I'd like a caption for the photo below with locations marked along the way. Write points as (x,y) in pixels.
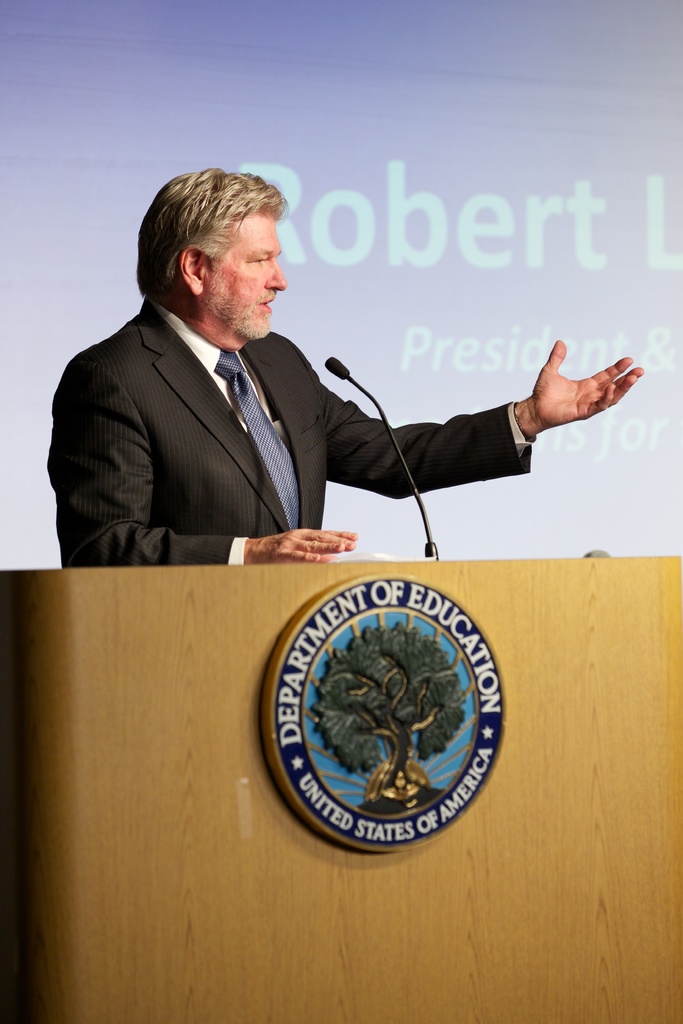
A person (119,388) is standing wearing a suit (268,343). There is a microphone (339,369) and its stand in front of him. Behind him there is a projector display (368,117).
